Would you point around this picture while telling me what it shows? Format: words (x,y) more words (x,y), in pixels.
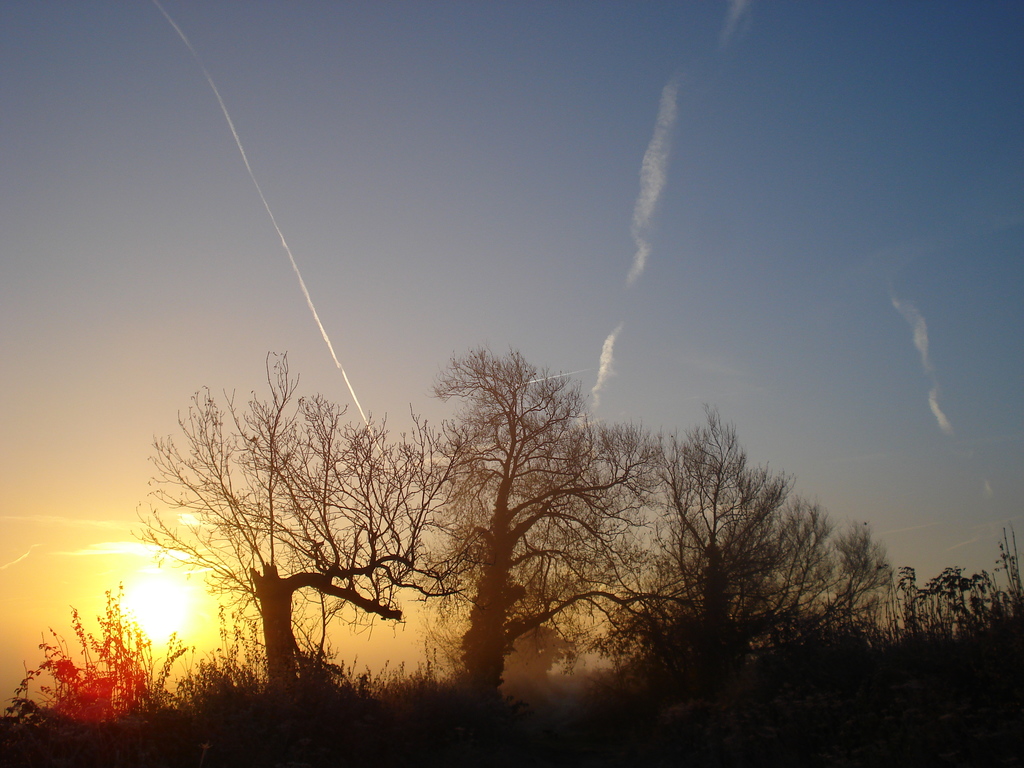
In this image we can see some trees (436,578) and plants (243,656), in the background (197,630) we can see sunset (97,534) and the sky (141,500).
